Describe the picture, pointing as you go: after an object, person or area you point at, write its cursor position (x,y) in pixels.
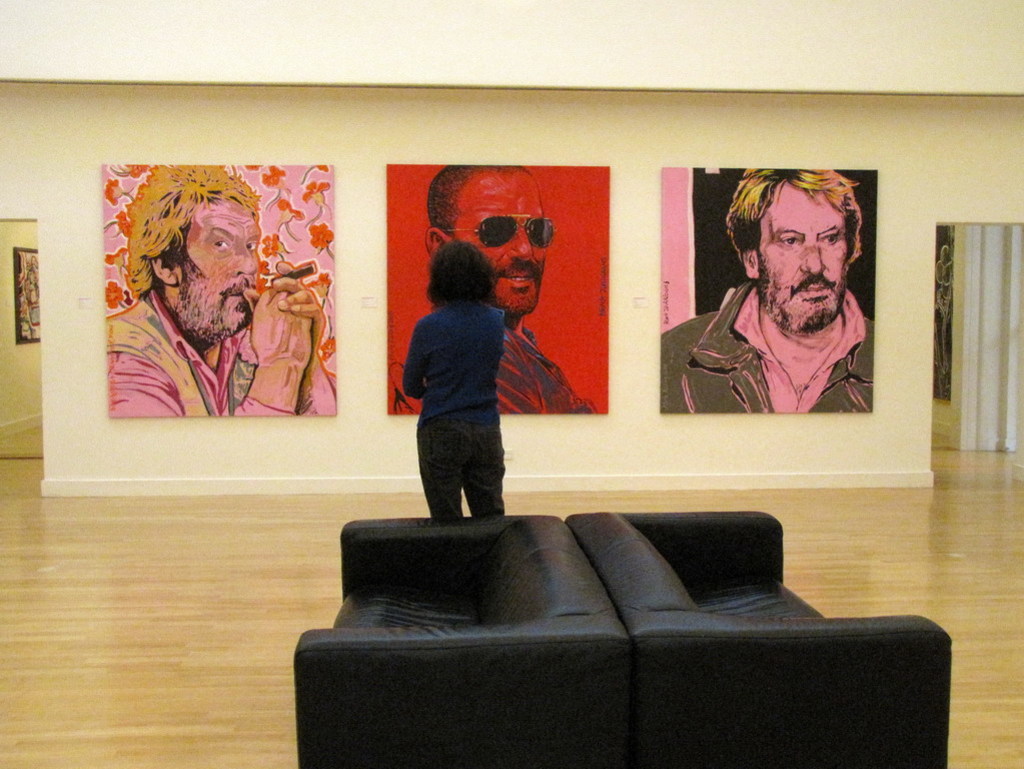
In this picture we can see person (423,393) standing on floor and looking at the posters (482,233) of some person (291,269) and beside to him there are two sofas (543,588) and in background (50,381) we can see frame (25,288) to wall (9,395).
